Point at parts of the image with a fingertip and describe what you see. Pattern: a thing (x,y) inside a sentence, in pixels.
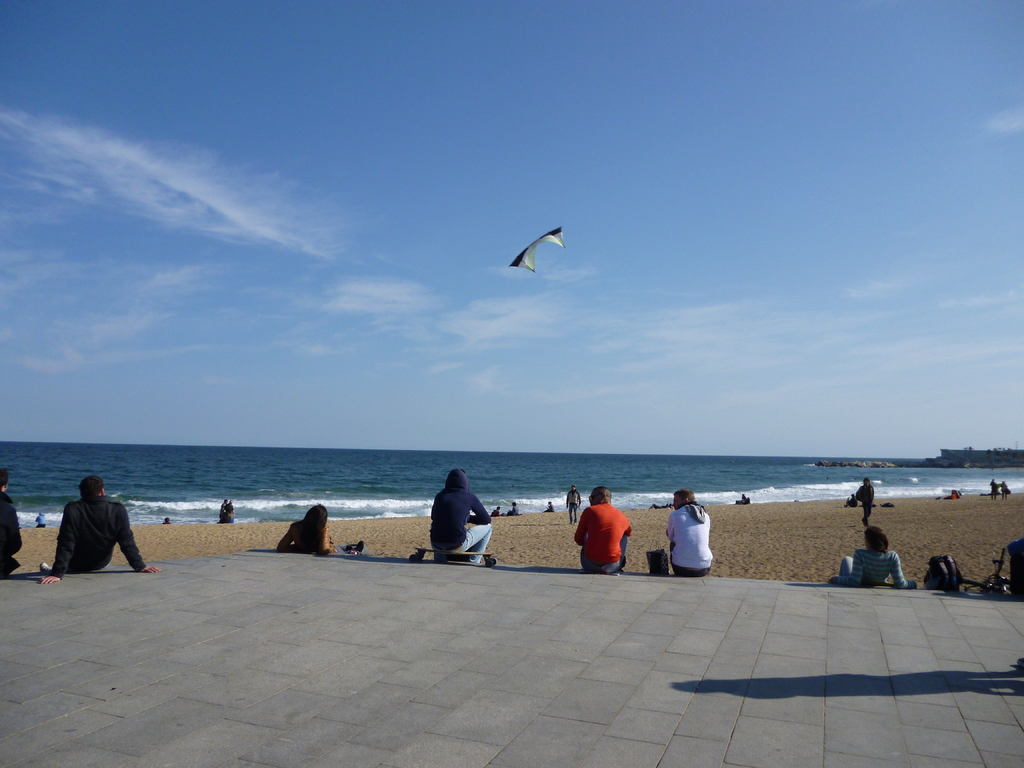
In this image we can see many people (706,520). Some are sitting. In the back (665,475) we can see sea shore (750,519). Also we can see an object (527,263) flying. In the background (631,166) there is sky (536,128) with clouds (776,330).
